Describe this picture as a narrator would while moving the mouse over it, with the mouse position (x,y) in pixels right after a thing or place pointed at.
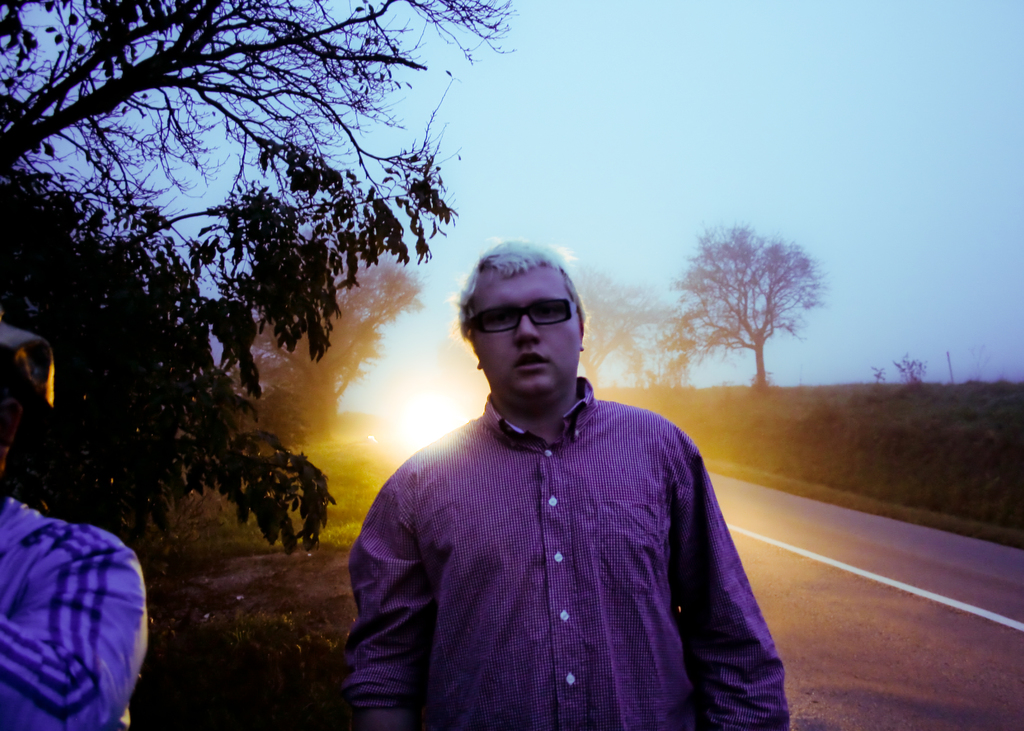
In this image we can see men (671,550) standing on the road (773,564). In the background (558,97) there are grass (851,409), trees (392,217) and sky (176,168).
